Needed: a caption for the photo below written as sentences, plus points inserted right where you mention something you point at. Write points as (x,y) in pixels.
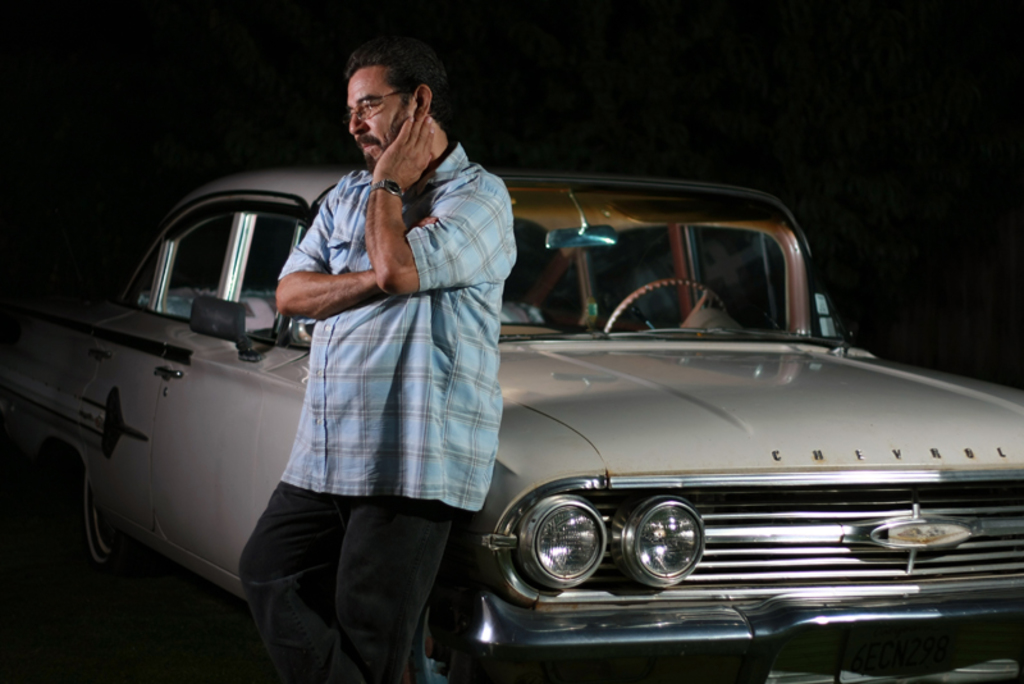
In this picture we can see a man (458,442) is standing. On the right side of the man (443,344) there is a car (563,347). Behind the car (595,240) there is the dark background (53,85).
